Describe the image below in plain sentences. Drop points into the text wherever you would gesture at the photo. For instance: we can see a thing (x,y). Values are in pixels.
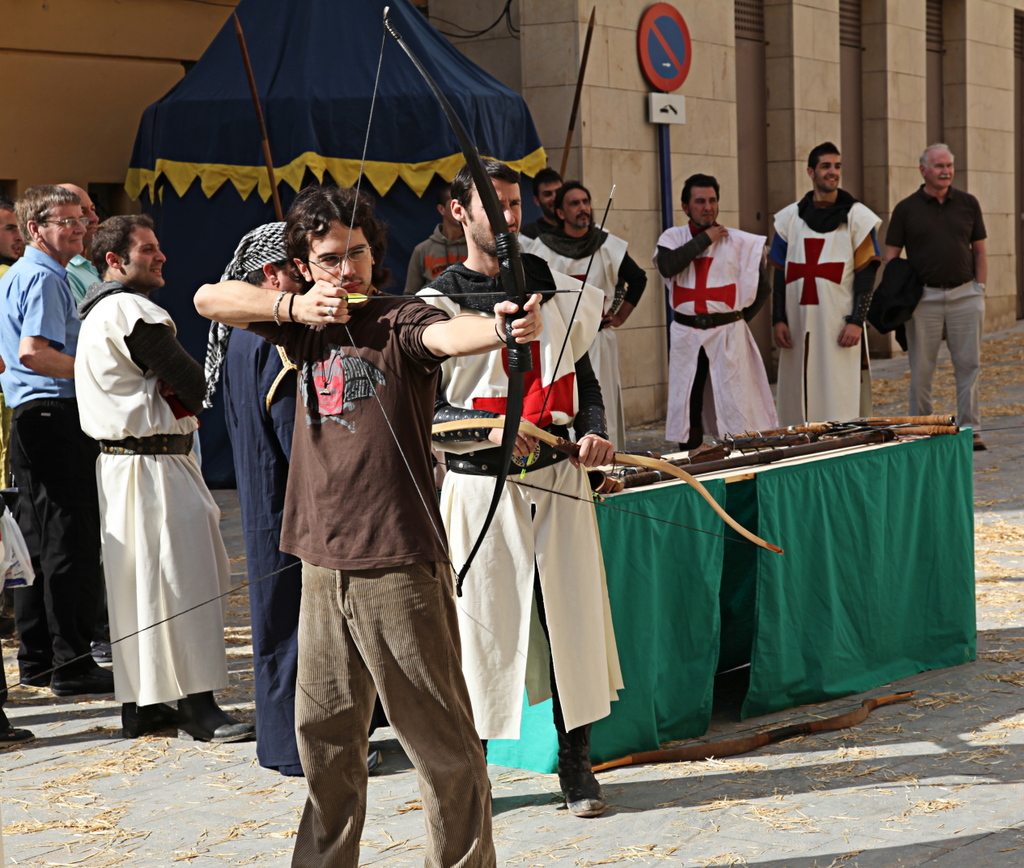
In the image we can see there are people (376,360) standing on the road (955,852) and there are bows (860,422) kept on the table (844,634). There is a man (451,719) standing and he is holding bow (502,280) and arrow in his hand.
